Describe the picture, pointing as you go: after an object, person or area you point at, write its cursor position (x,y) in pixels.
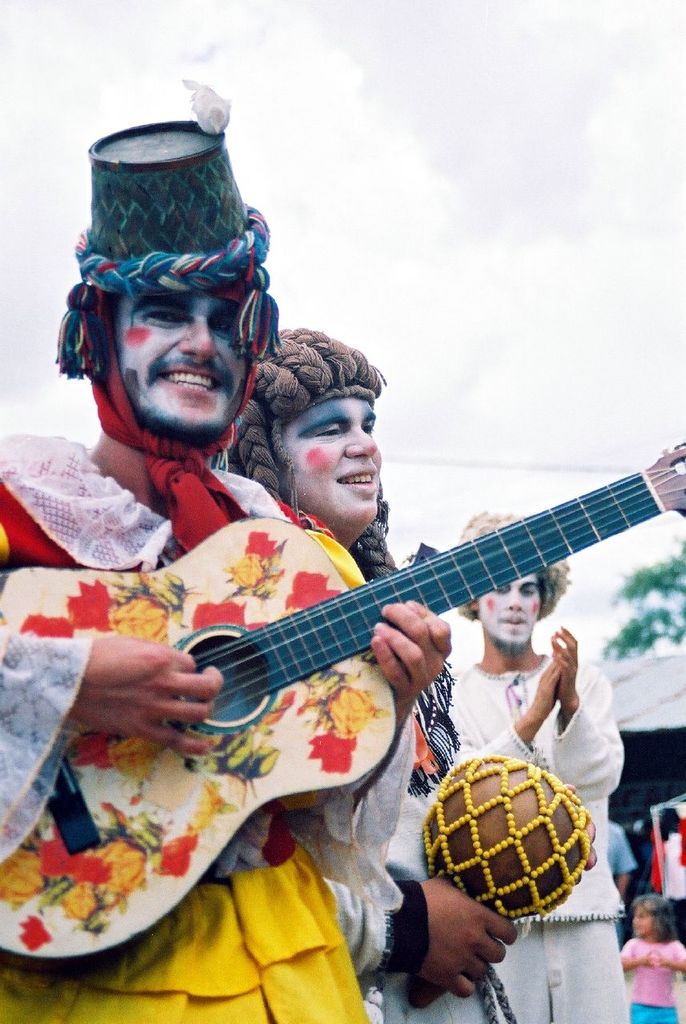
This 3 persons (528,674) are standing. The person (174,549) front is playing a guitar (249,786) and wore a hat (133,173). Beside this person (294,428) is also playing a musical instrument (490,877). Far this person (542,688) is clapping his hands (555,689). Sky (544,251) is cloudy. Far there are trees (668,571) and tent (640,674). A kid (661,967) is standing.
